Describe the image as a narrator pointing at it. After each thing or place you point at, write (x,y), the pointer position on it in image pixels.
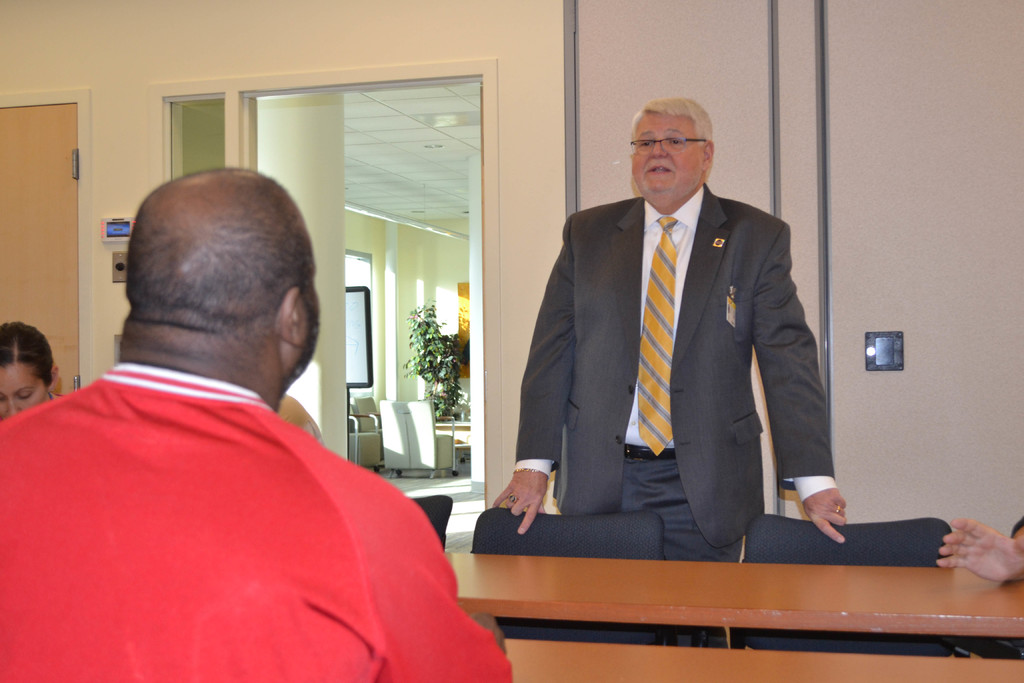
In this picture, we see a man (794,337) in the blazer (603,297) is standing. He is wearing the spectacles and I think he is talking. In front of him, we see the chairs (643,528) and a table (768,666). On the left side (42,367), we see a woman (44,350). The man (118,376) in the red T-shirt (173,554) is sitting on the chair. On the right side (998,544), we see the hand (1016,541) of a person (1023,522). Behind him, we see a wall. In the background (412,446), we see a table (462,428), chairs (404,436), plant pot (428,380), window (387,376) and a wall (437,241).
